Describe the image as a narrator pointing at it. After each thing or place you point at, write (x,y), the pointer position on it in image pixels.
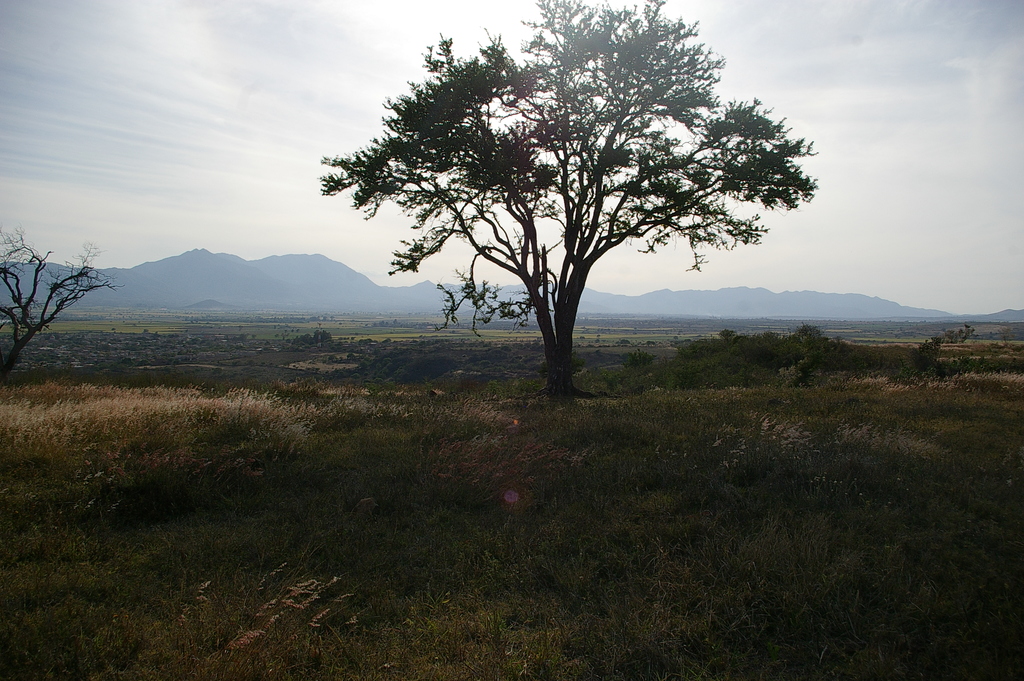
In the picture I can see trees (562,274), plants (479,497) and the grass (480,460). In the background (348,139) I can see mountains (274,300) and the sky (302,164).
